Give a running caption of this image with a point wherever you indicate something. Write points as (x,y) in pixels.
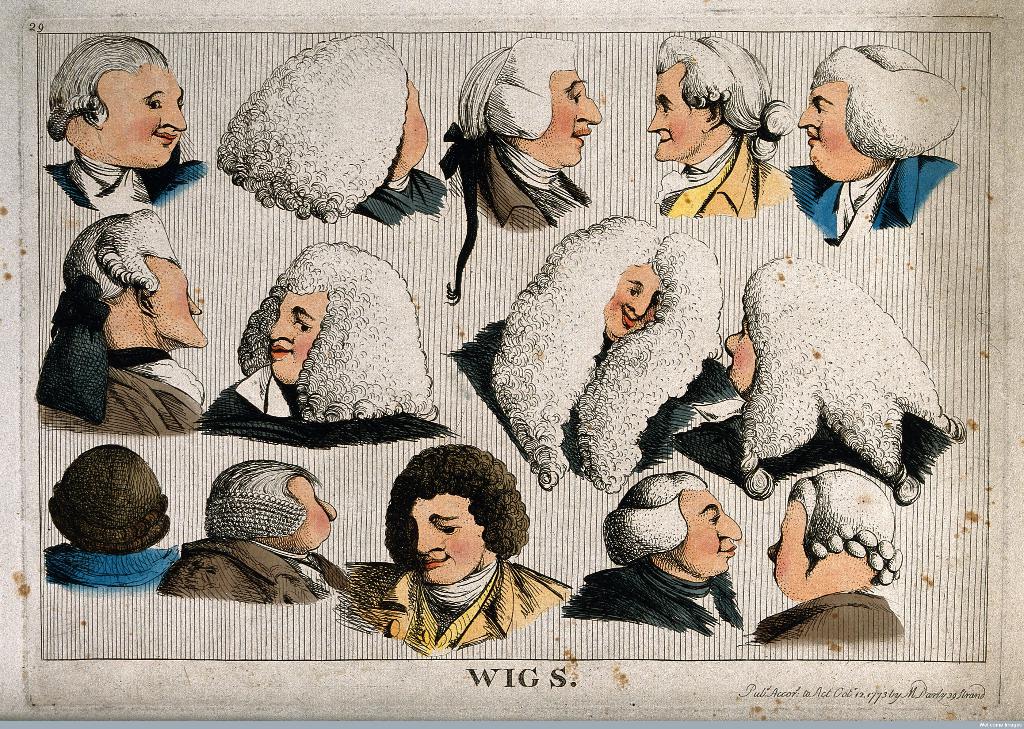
In this image, we can see a poster (529,302) with some images (382,634) and text (783,694).
